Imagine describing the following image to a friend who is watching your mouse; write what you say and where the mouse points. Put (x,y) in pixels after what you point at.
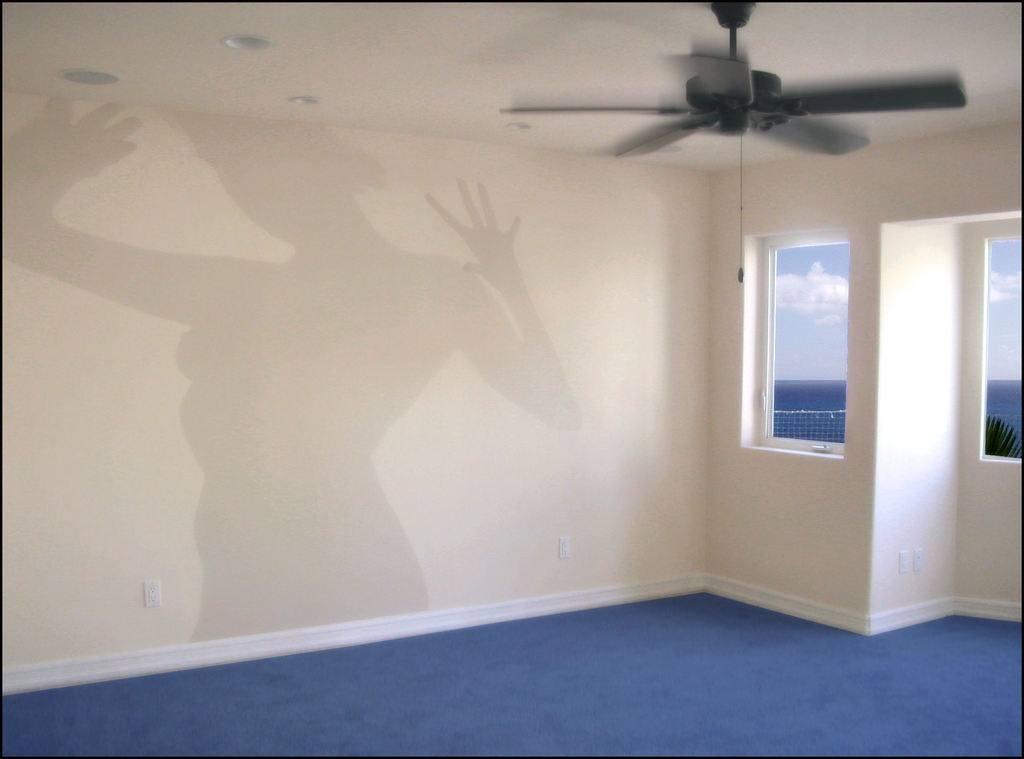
In this image, we can see a shadow (306,561) on the wall (554,473). There are windows (813,313) on the right side of the image (988,392). There is a ceiling fan (776,101) in the top right of the image (778,98).
